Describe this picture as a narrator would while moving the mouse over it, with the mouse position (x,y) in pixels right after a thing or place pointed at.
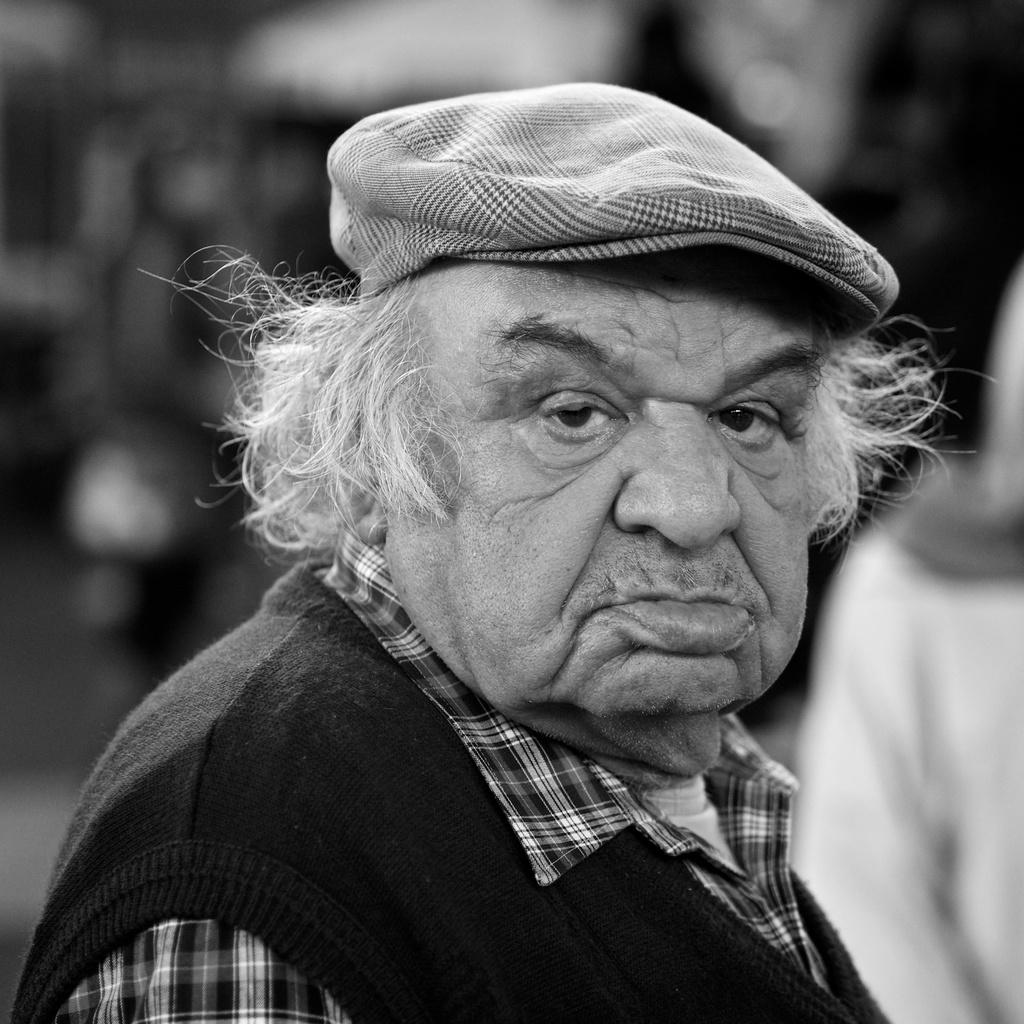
In this image I can see the person (491,358) is wearing cap (637,222) and the background (84,146) is blurred. The image is in black and white.
